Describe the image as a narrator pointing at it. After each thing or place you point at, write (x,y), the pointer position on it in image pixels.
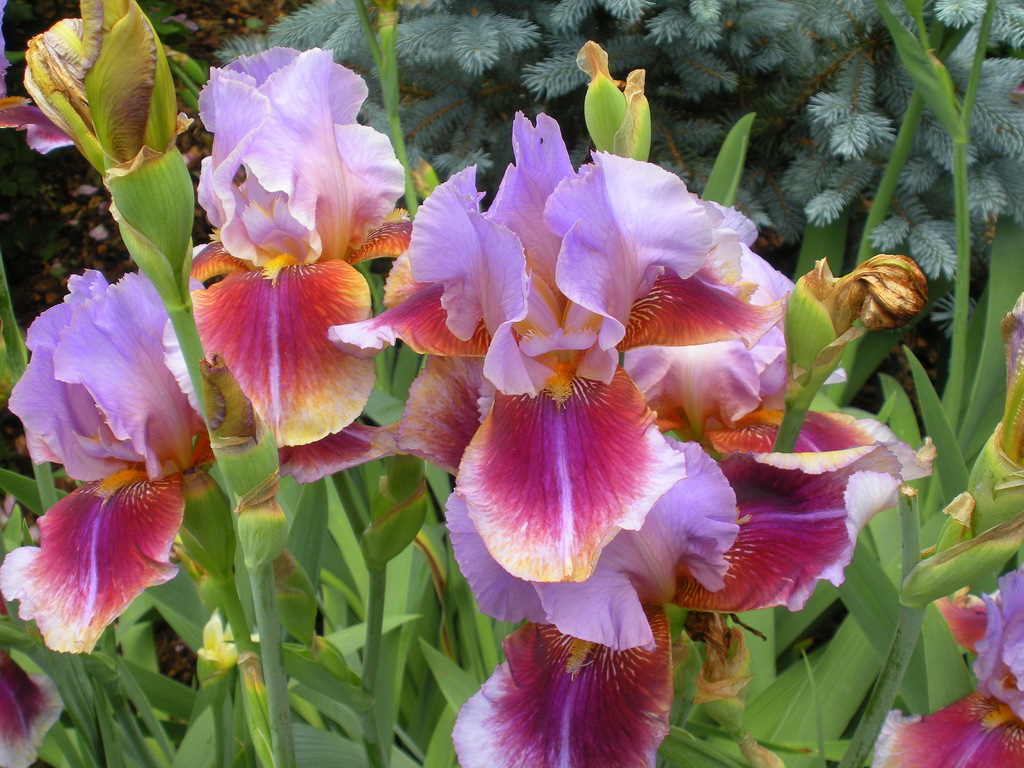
In this image I can see few flowers (228,245) in pink and purple color and I can see few plants (997,73) in green color.
